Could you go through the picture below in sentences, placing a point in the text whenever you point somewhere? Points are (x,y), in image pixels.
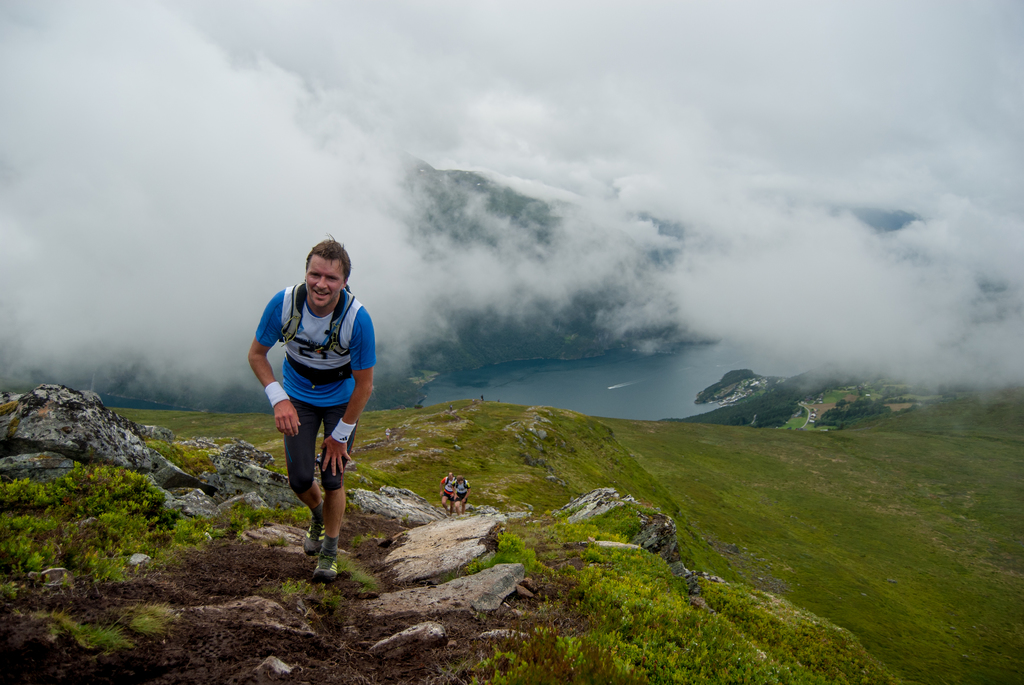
In this picture I can observe some people (319,331) in the middle of the picture (342,339). In the background (543,385) I can observe river (604,378) and some clouds (560,108) in the sky (434,97).
